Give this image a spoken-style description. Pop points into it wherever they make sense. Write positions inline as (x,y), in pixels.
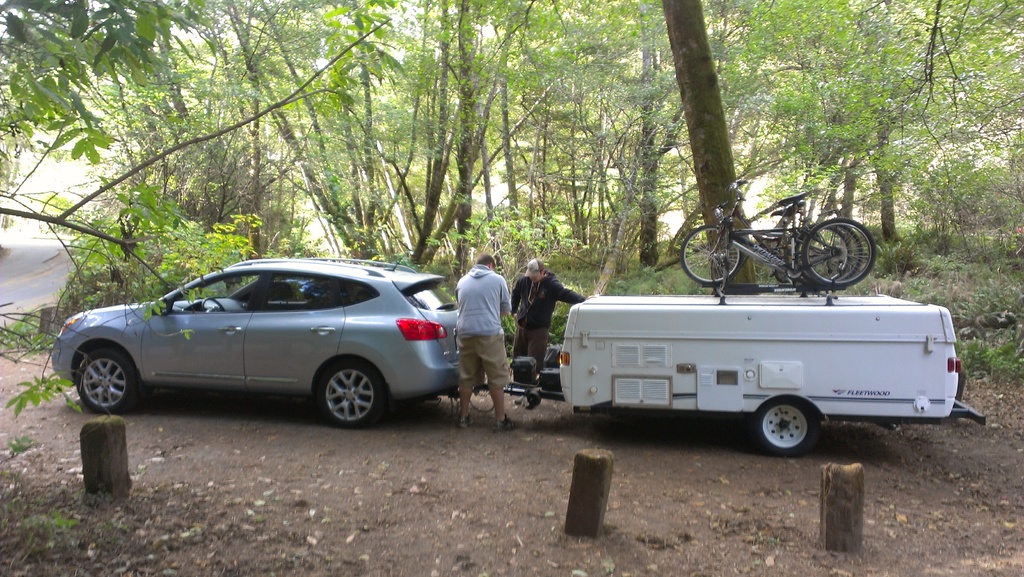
In this picture we can see a car (179,312) and two people (479,333) standing on the ground (532,434), vehicle (760,332) with bicycles (710,232) on it, poles (854,481), trees (830,191), grass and in the background (36,255) we can see the road (49,278).
